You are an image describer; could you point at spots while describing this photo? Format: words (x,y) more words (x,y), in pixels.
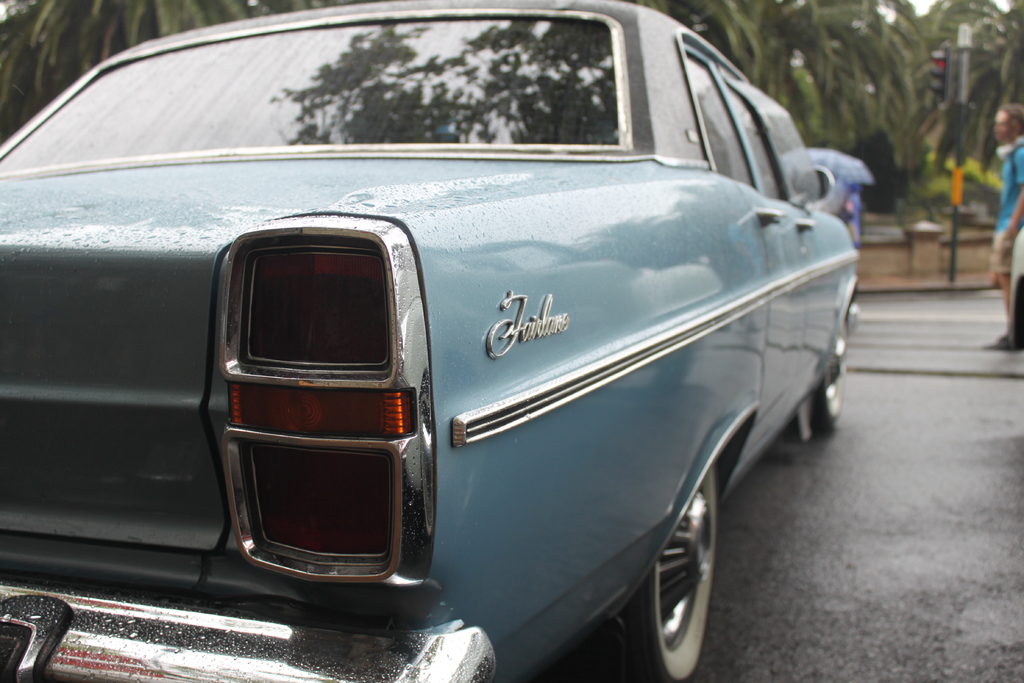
In this image we can see a vehicle (799,245) which is in blue color and there is some text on it. We can see a person (1023,146) standing on the right side of the image (1007,255) and we can see the traffic lights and some trees (990,144) in the background (121,30).
